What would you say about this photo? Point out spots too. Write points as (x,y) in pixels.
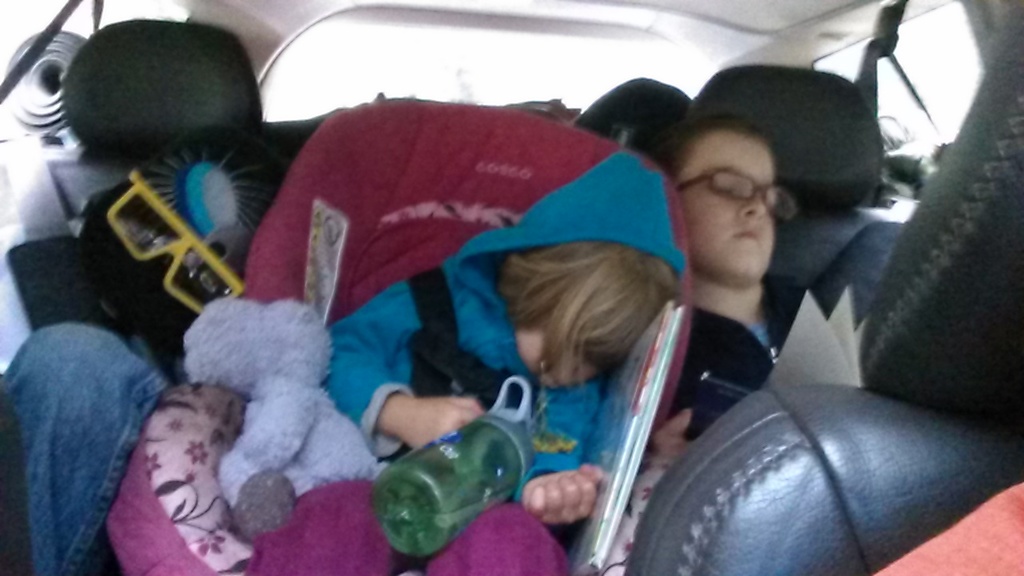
In this image we can see some people (547,492) sitting inside a vehicle (267,149) and we can see they are holding some objects (617,495) in their hands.
